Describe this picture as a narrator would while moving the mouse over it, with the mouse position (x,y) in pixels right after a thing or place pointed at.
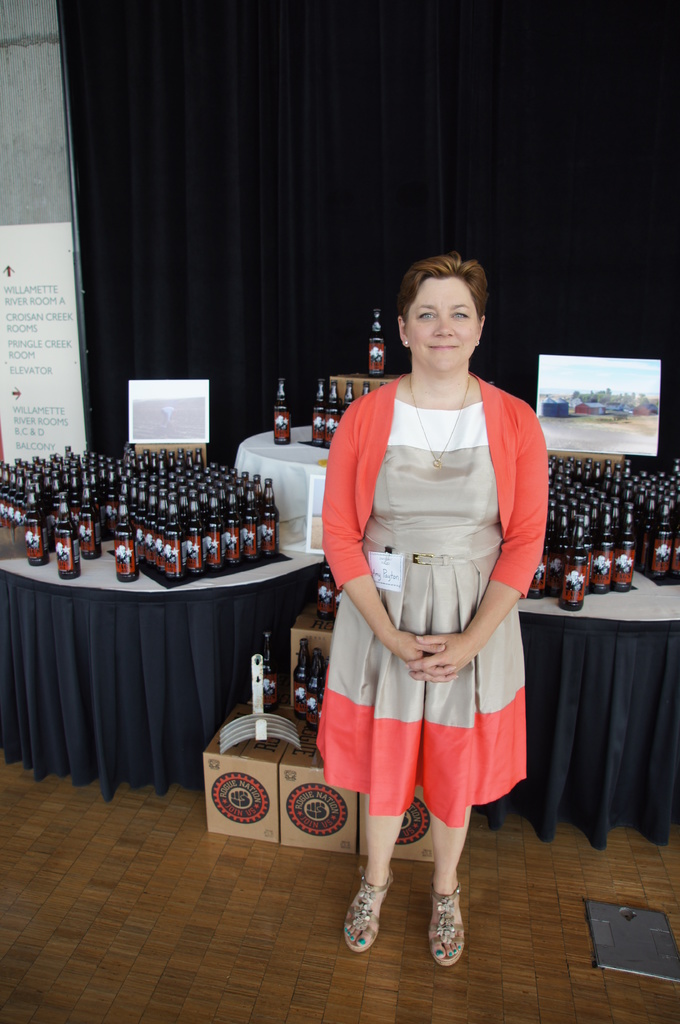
In this image we can see a woman (438,537) standing, behind her there are some tables (312,560) covered with the cloths (56,600), on the table (264,596), we can see so many bottles (240,542), there are some carton boxes (222,819) on the floor (188,799), in the background (259,271) we can see a curtain (282,236) and some posters (138,442).
